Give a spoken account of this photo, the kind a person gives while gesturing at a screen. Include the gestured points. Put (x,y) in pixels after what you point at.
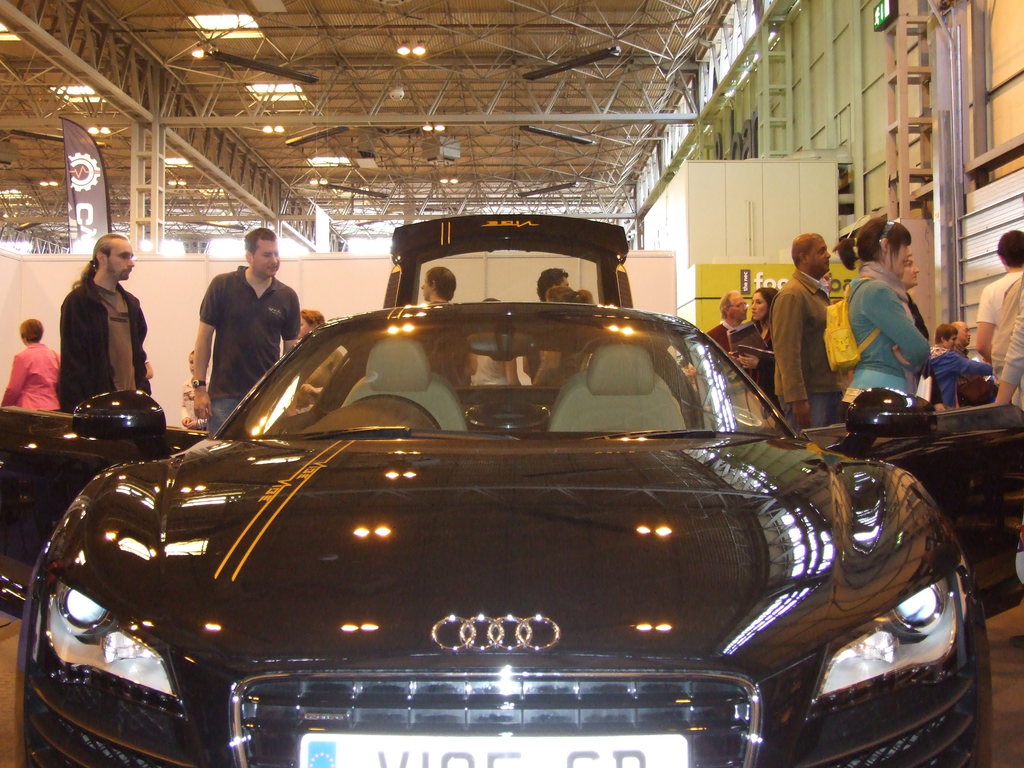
In this image I can see a car (515,510) which is black in color on the ground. In the background (889,310) I can see few persons (231,381) standing, white colored wall (158,330), the ceiling (468,117), few lights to the ceiling (285,161) and few other objects (974,210).
